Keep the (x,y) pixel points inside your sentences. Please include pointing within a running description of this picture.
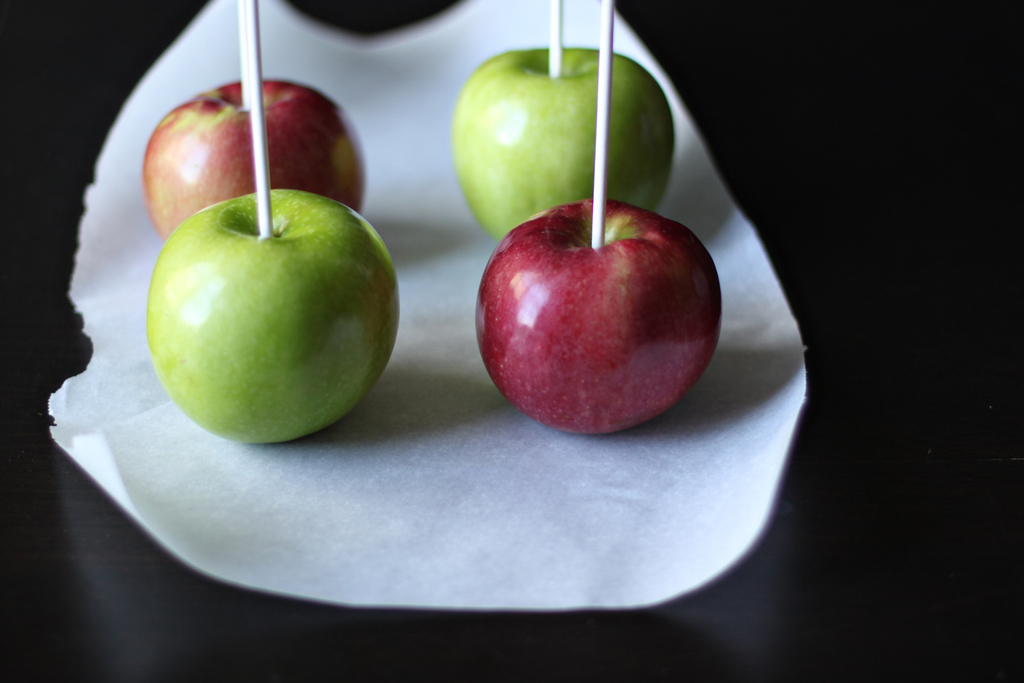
In this image there are apples (362,188) and a paper napkin (518,447) placed on the table (492,626).
